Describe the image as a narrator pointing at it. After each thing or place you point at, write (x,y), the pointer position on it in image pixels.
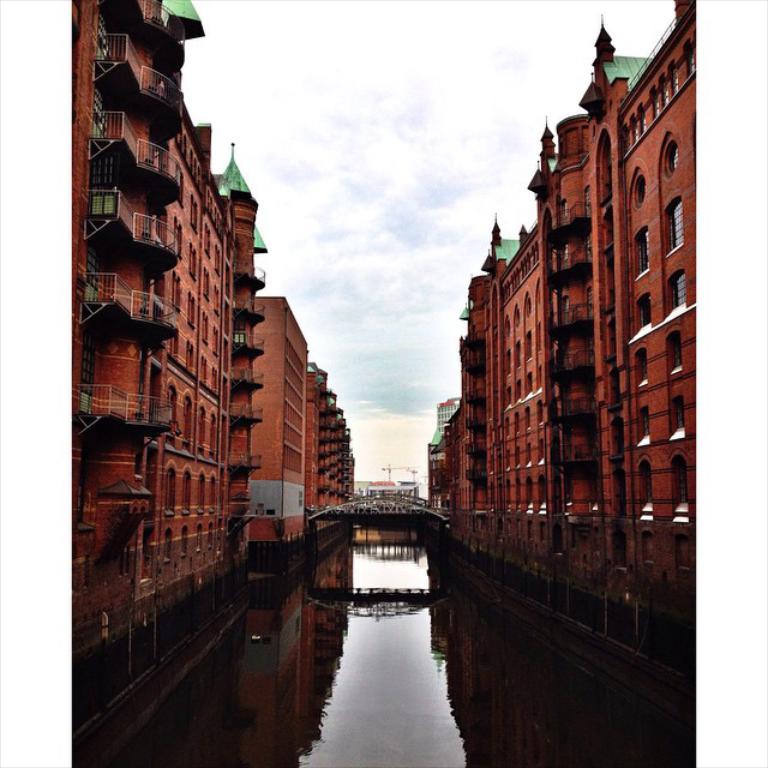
In the center of the image (390,504) there is a bridge (327,511). There is water (370,641). To both sides of the image there are buildings (168,324). At the top of the image (287,48) there is sky (275,149) and clouds (372,225).
